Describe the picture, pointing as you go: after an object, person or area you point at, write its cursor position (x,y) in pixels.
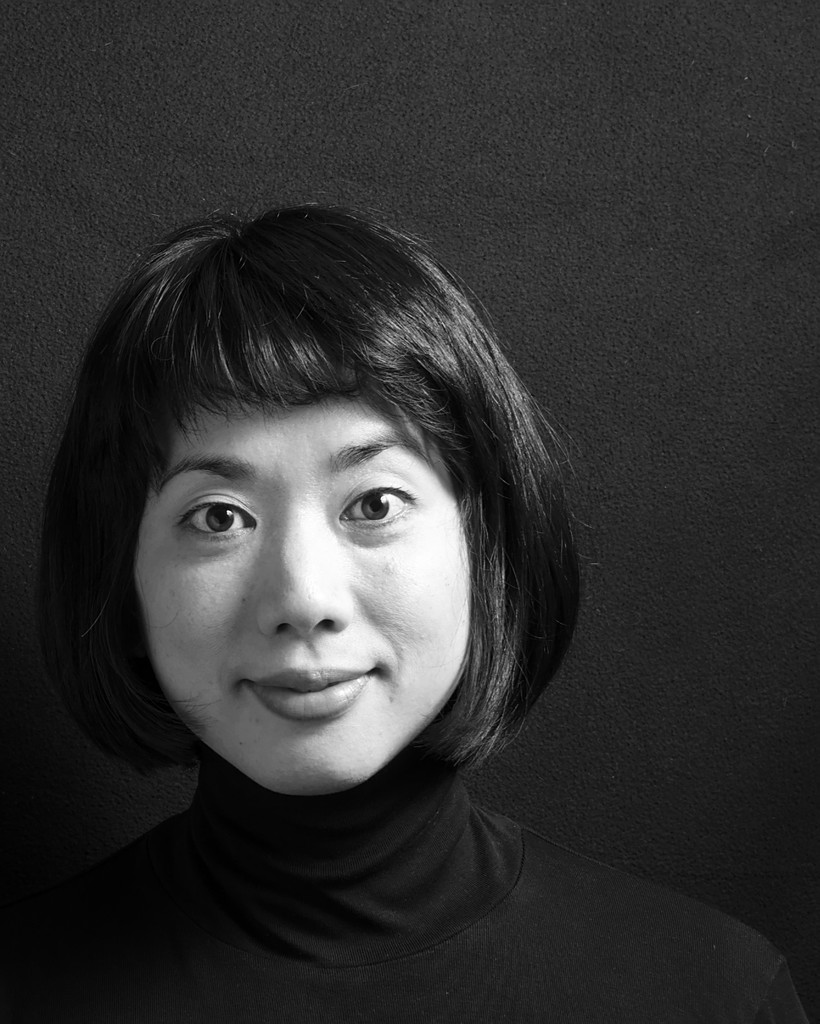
In this Image I can see a woman (232,621) and I can see this image is black and white in colour.
